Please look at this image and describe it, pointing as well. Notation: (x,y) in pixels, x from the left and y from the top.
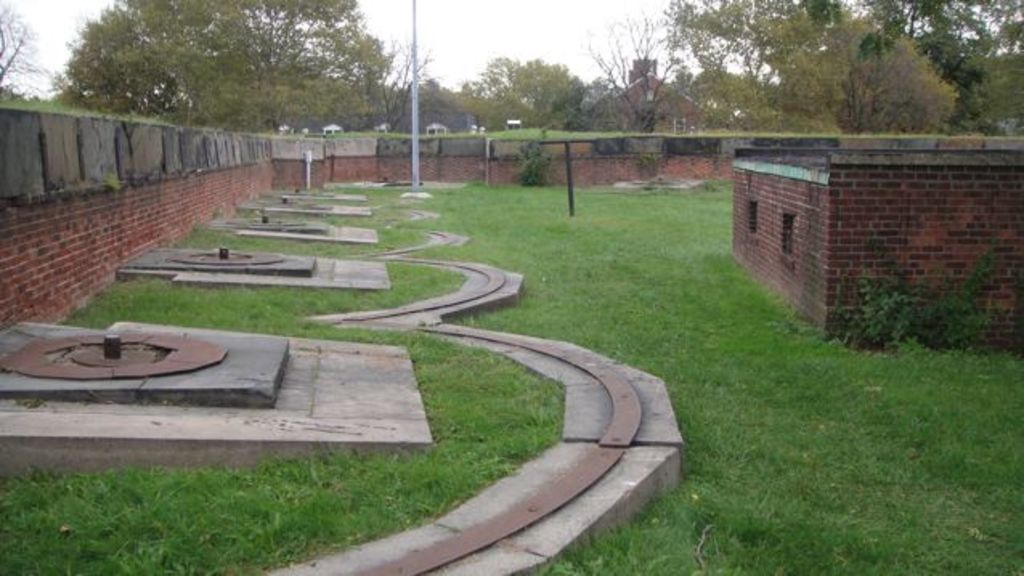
The image is taken in a garden (260,329). On the left (181,254) there are some structures (245,264), wall (143,163) and grass (304,248). On the right (901,220) there is a building (847,208) with brick walls (742,188). In the background (245,106) there are trees (398,96), vehicles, pole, grass (635,136) and building (650,73).
